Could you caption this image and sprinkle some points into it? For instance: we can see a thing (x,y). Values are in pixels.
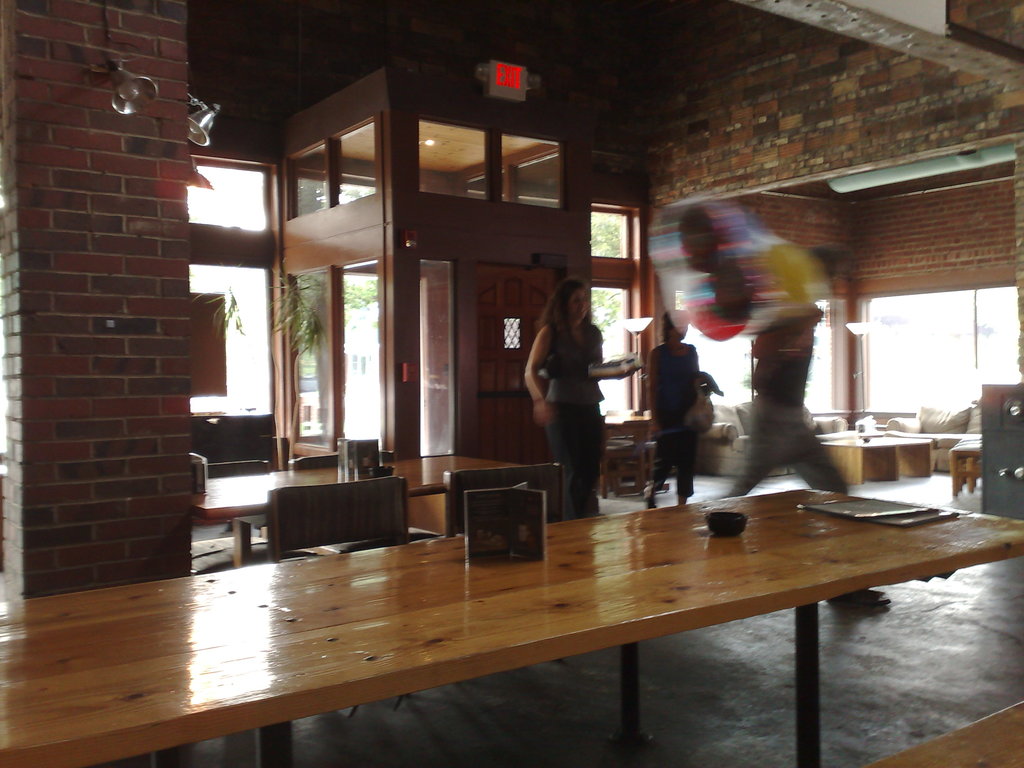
In this image I can see a table (402,596), chair (381,517) and three persons (689,422).
